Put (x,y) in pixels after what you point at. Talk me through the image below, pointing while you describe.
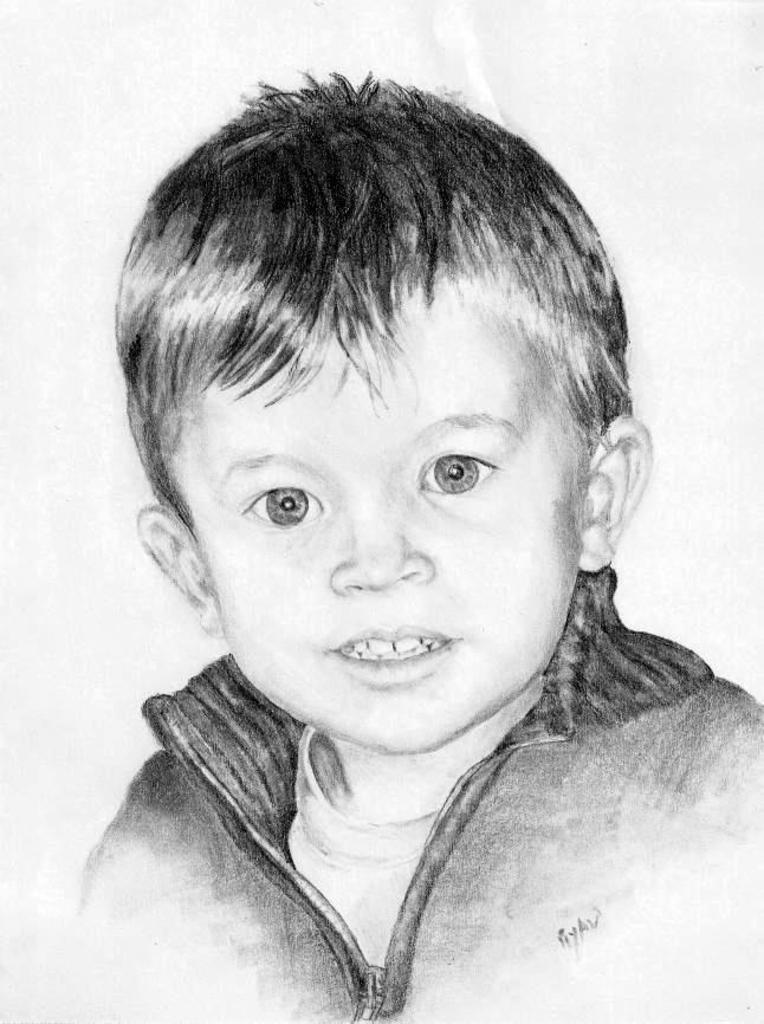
In this image there is a picture of a kid (473,579).
